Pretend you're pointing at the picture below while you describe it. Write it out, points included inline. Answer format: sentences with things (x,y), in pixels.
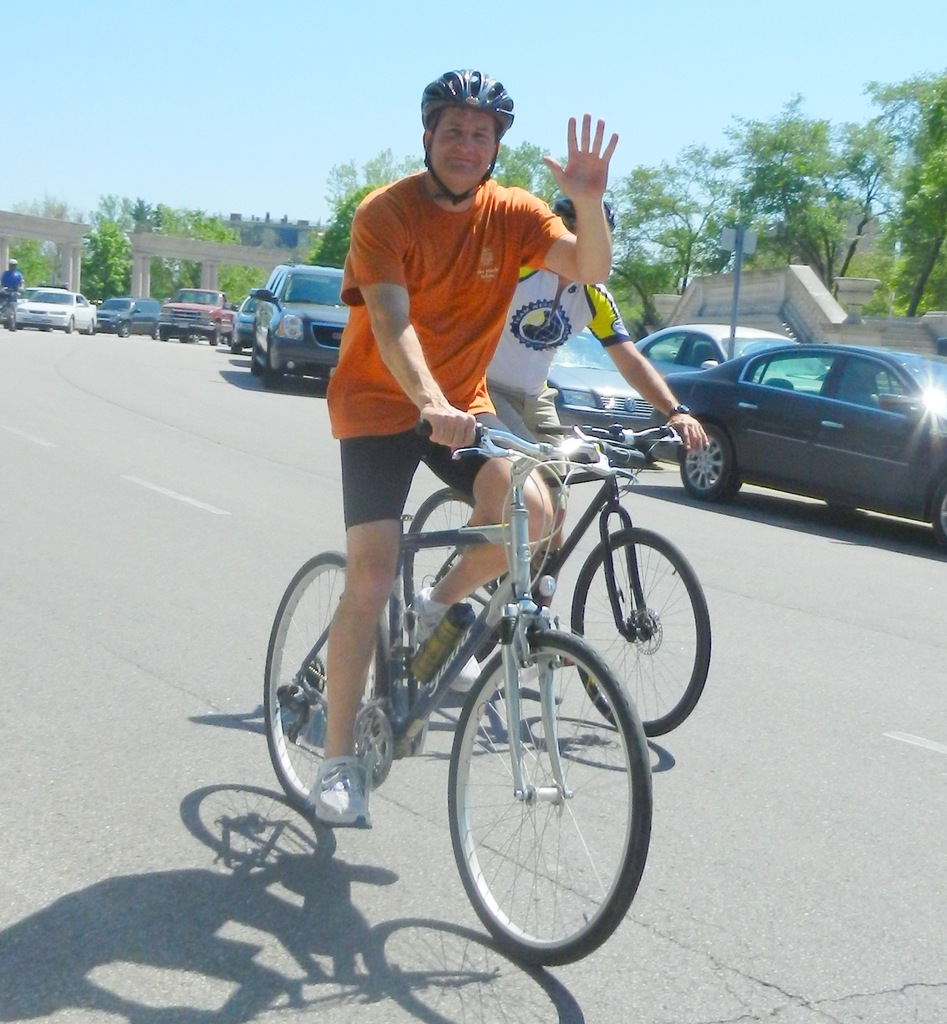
This is completely an outdoor picture. At the top of the picture (286,50) we can see clear blue sky (331,45) and it seems like a sunny day. This is a road (180,770). In Front of the picture we can see two persons (407,216) sitting on a bicycle (302,629) and riding, wearing helmets (441,91). These are the vehicles (268,322) on the road (164,355). This is an arch (151,250).
